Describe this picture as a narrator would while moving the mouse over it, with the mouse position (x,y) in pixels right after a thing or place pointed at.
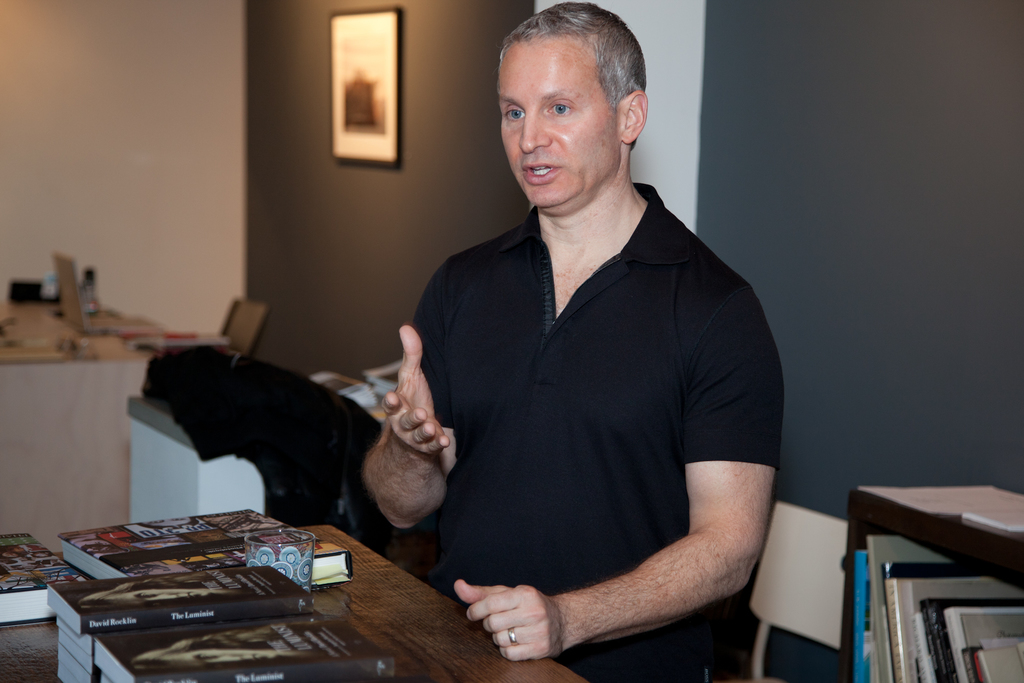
In this image I can see the person (538,347) with the black color dress (468,416). In-front of the person (455,405) I can see the glass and books (233,649) on the table (456,656). To the right (856,652) I can see few books (901,666) in the rack (937,636). In the background (85,452) I can see the cloth (195,439) and I can the laptop (71,304) and few more objects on the table (78,356). I can see the frame (389,52) to the wall (249,136).
